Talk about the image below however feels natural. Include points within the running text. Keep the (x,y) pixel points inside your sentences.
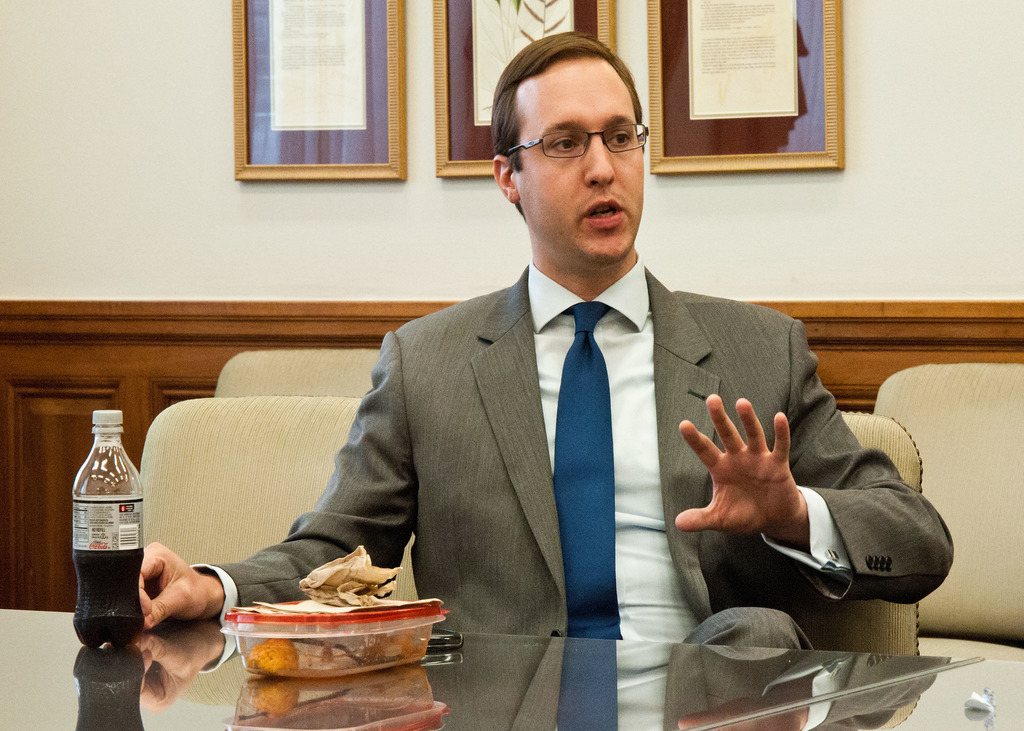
In the middle of the image (573,407) a man (659,282) is sitting and talking. In front of him there is a table (522,650) on the table (502,635) there is a box (325,612) and there is a bottle (112,622). behind him there is a wall (780,291) on the wall (1022,100) there are three frames (669,37).
